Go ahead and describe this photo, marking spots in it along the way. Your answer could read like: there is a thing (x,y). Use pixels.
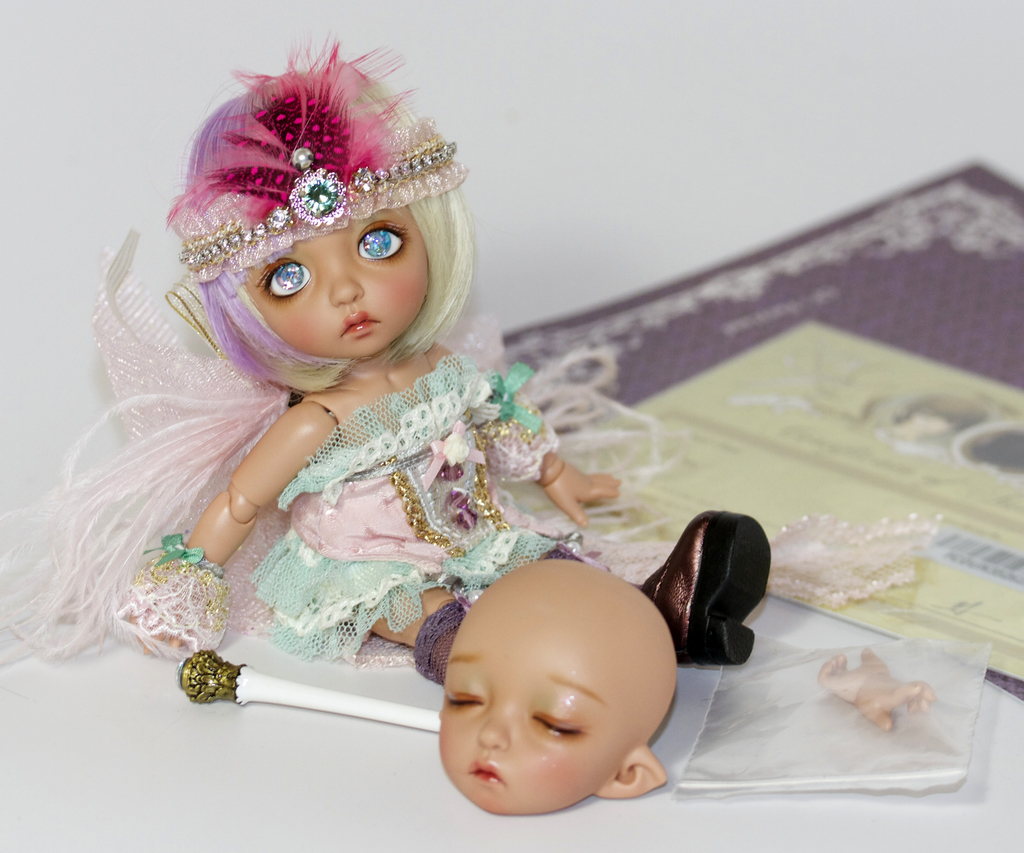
In this picture we can see the dolls (398,113) and cards (887,415). We can see an object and a doll parts (891,690) packed in a transparent cover (919,745). Remaining portion of the picture is in white color.
